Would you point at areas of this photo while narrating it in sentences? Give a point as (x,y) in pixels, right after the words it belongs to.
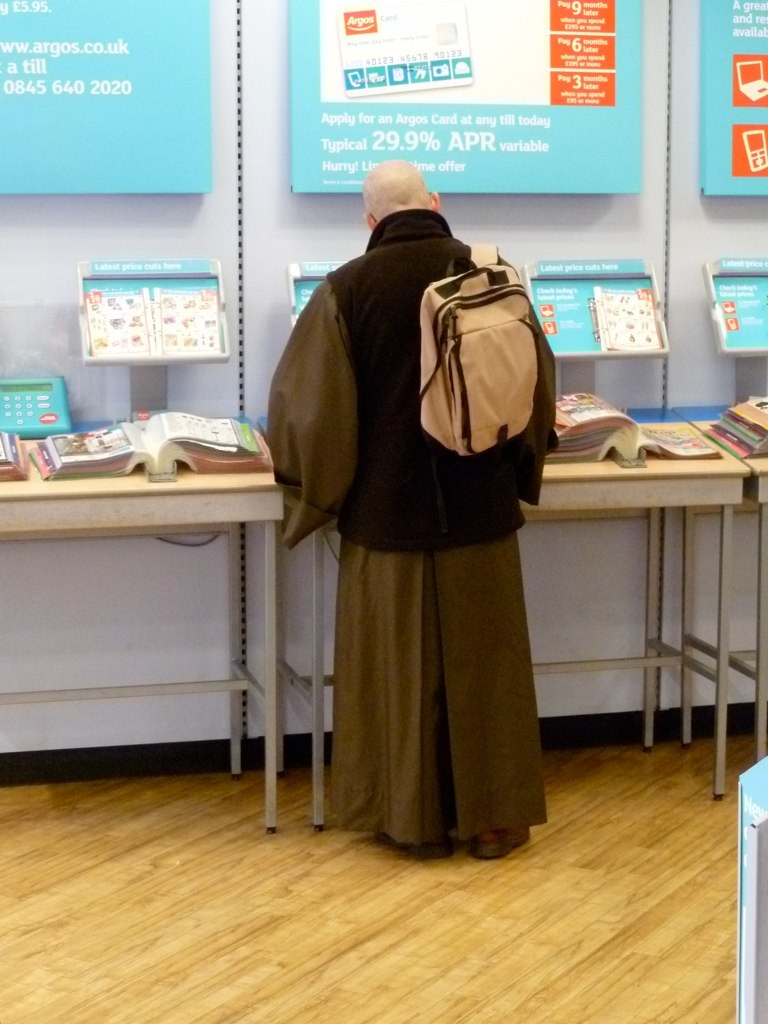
It is a room (346,226) here is a man (384,409) standing and wearing a cream color bag (431,370) in front of him there is a huge book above the book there are some posters (628,132).
